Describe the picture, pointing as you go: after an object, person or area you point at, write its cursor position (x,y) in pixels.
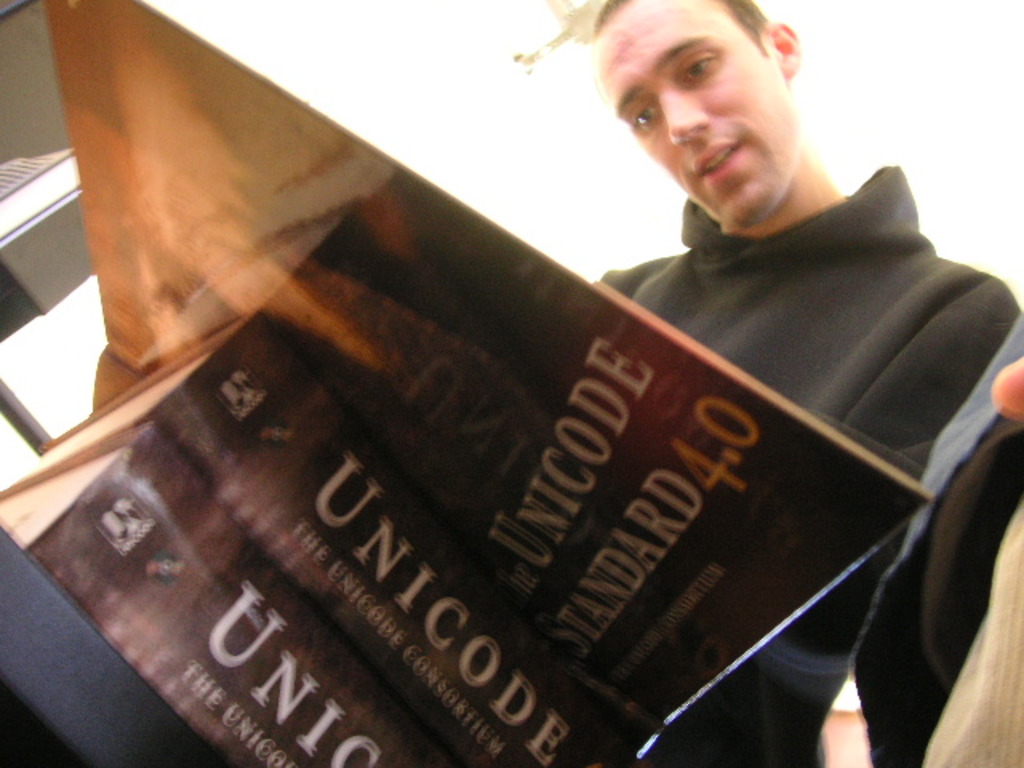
In this image I can see a person (858,283) wearing black colored dress (840,260) and I can see two brown colored books (135,632) on the black colored object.
